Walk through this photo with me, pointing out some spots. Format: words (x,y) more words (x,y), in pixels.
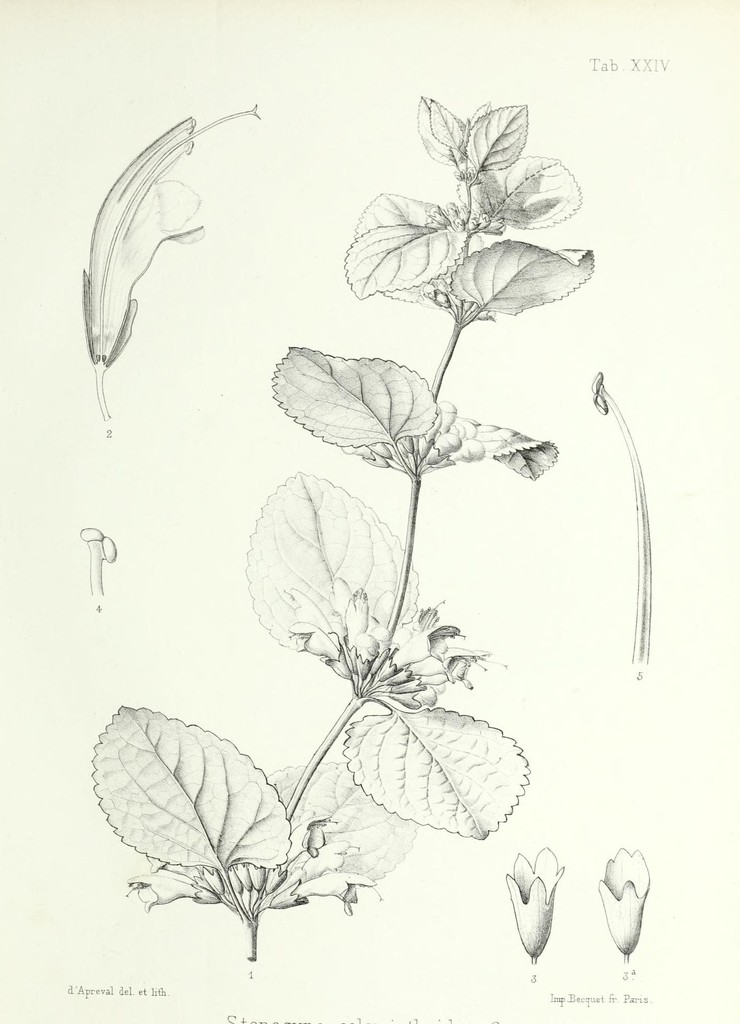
This is clicked from paper (352,479). There are leaves (481,730) in this image. This looks like a plant (291,848). There is flower (118,189) on the left side (141,174).
